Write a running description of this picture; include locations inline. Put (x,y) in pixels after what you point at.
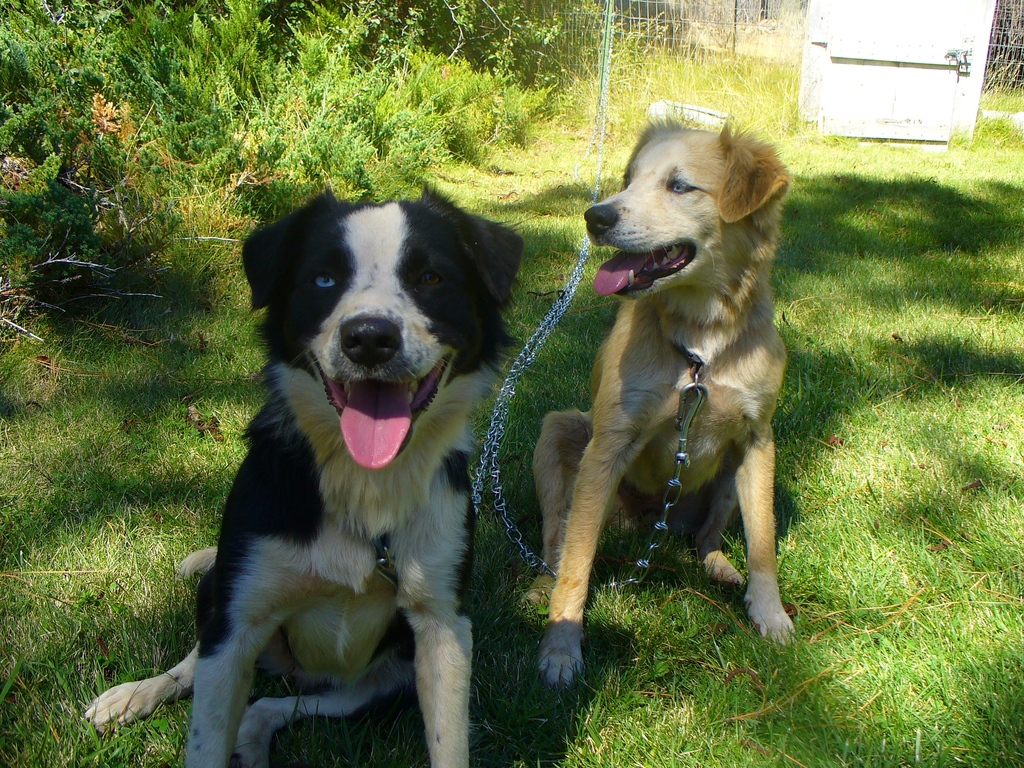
In this picture I can see two dogs (687,357) with dog belts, there are plants (286,142), grass (786,94), and in the background (836,102) there is fence (711,4) and an object (836,102).
